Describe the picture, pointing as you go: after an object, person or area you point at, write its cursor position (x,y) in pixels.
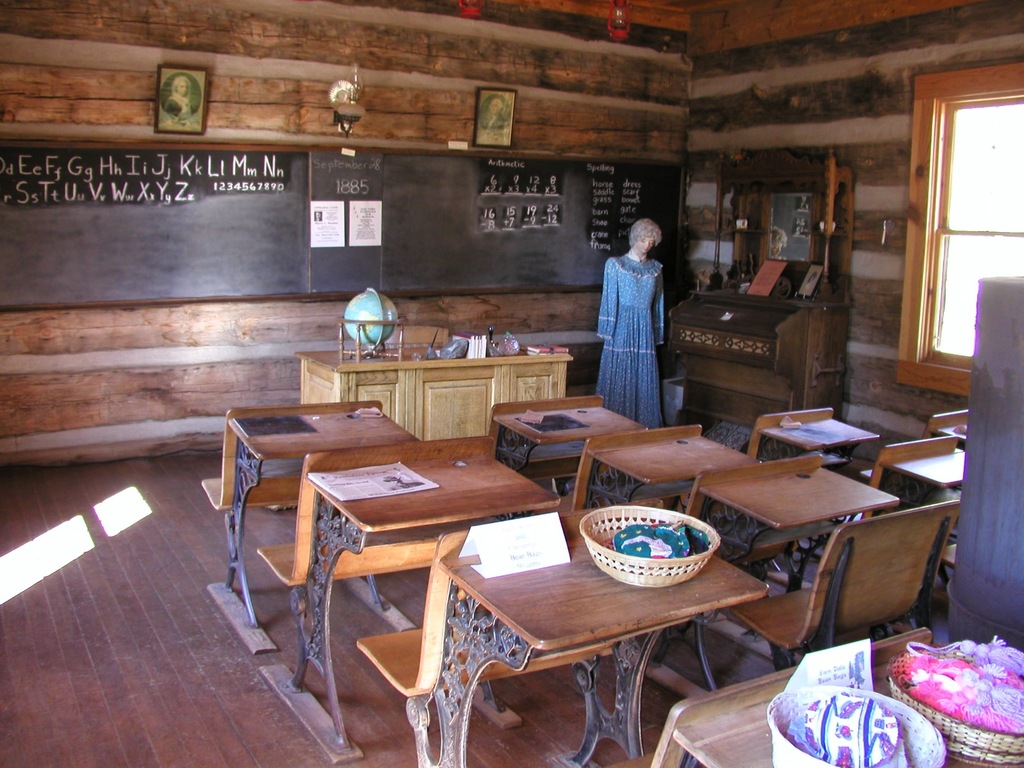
In this image there are tables (591,568) and benches (647,767), on table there are baskets (936,725) in that baskets (909,698) there are objects (659,546), in front of the table (420,453) there is a desk (398,383) on that desk (380,385) there is a globe (375,343), pen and papers (470,347) near the desk (348,367) there is a doll (659,293), in the background (238,188) there is a black board (58,266) on that black board (114,182) there is text (597,201) written and there is wall (546,55) to that wall (522,84) there is a photo frame (183,107).
